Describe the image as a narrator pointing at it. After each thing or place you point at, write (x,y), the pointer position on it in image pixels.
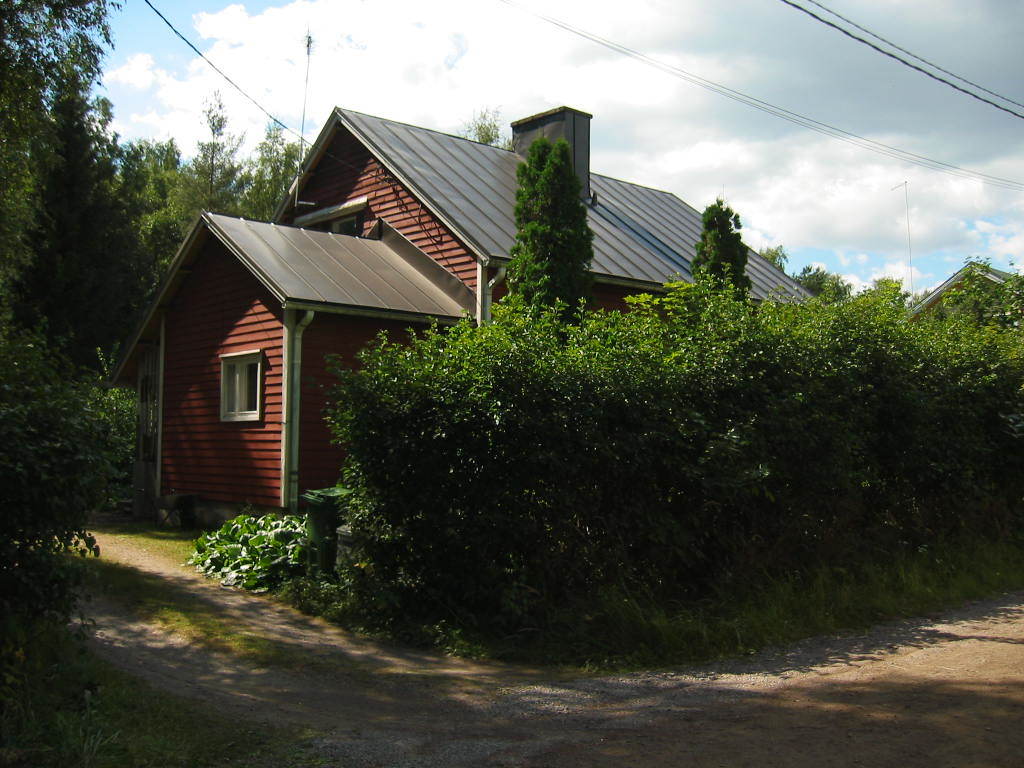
In this picture we can see trees (682,422), there is a house (401,322) in the background (417,289), we can see the sky (894,106) and wires (881,38) at the top of the picture (833,48).
